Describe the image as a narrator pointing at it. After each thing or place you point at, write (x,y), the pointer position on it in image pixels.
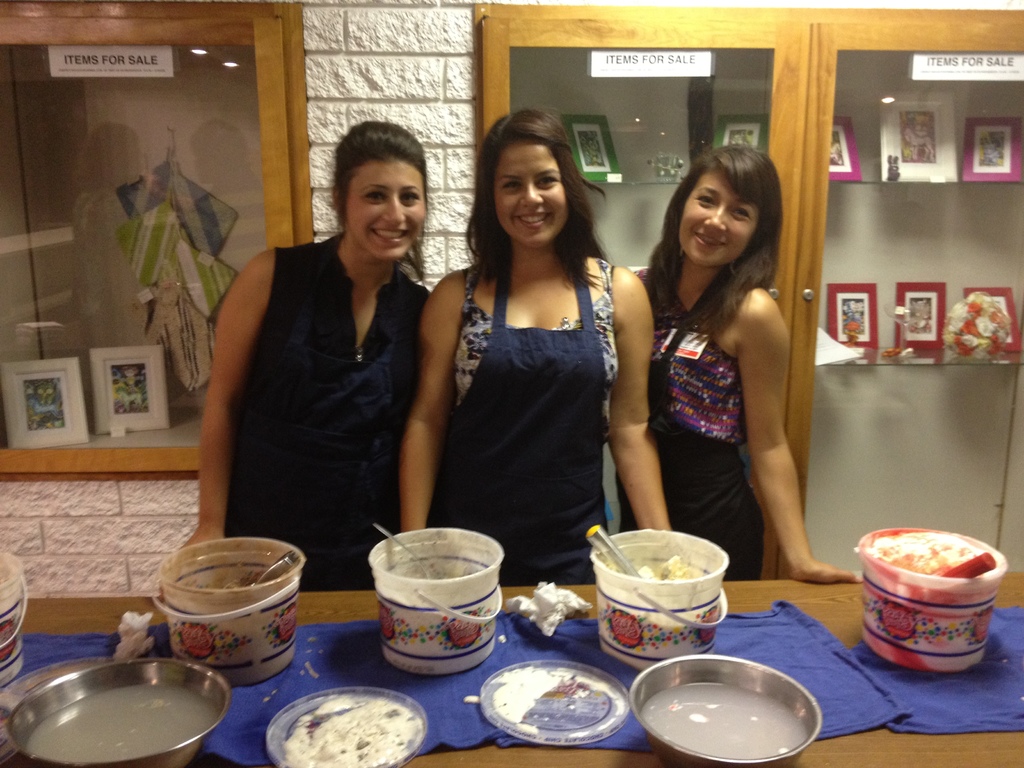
In the foreground of the picture (598,579) there is a desk (908,738), on the desk (927,739) there are the buckets (270,610), bowls (74,679), water (706,708), tissues (523,601), ice creams (639,564), mat (633,668). In the center of the picture (475,321) there are three women (487,380) standing. On the left (115,434) there is a cupboard (111,315), in the cupboard (105,299) there are frames (147,373). On the right (851,245) there is a cupboard (851,245), on the cupboard (818,175) there are frames (832,291). At the top (386,67) there is a brick wall (395,92).
